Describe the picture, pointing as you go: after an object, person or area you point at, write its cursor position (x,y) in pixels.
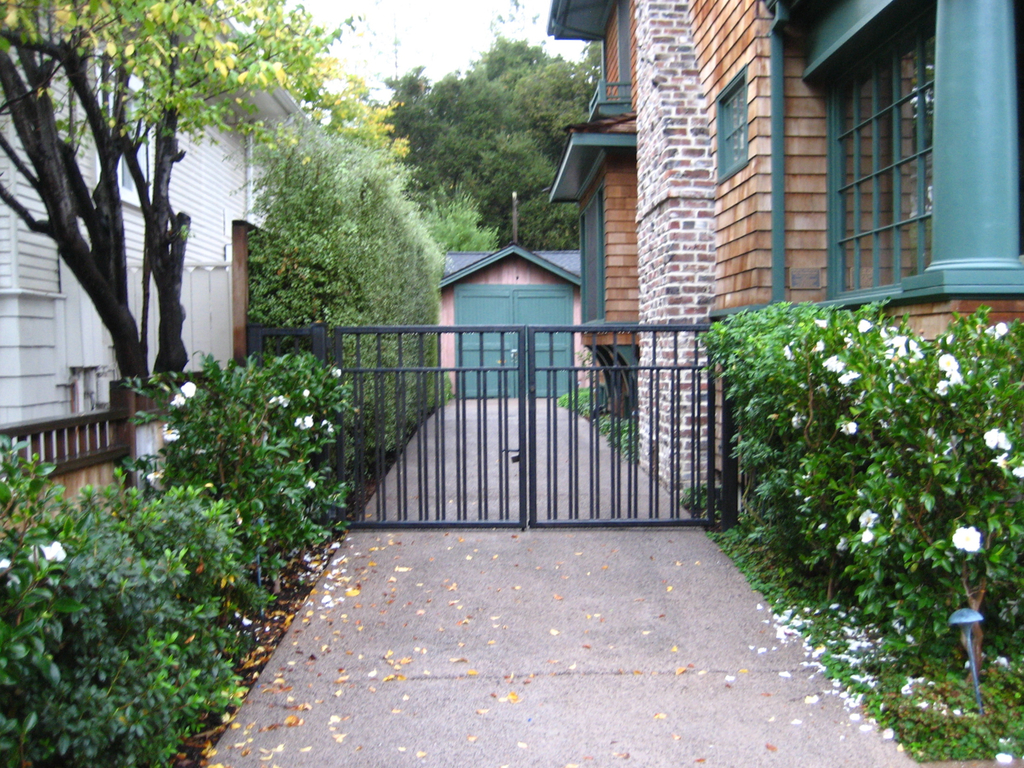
As we can see in the image there are plants (817,481), flowers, buildings (632,291), trees (458,153), gate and sky (406,41).
